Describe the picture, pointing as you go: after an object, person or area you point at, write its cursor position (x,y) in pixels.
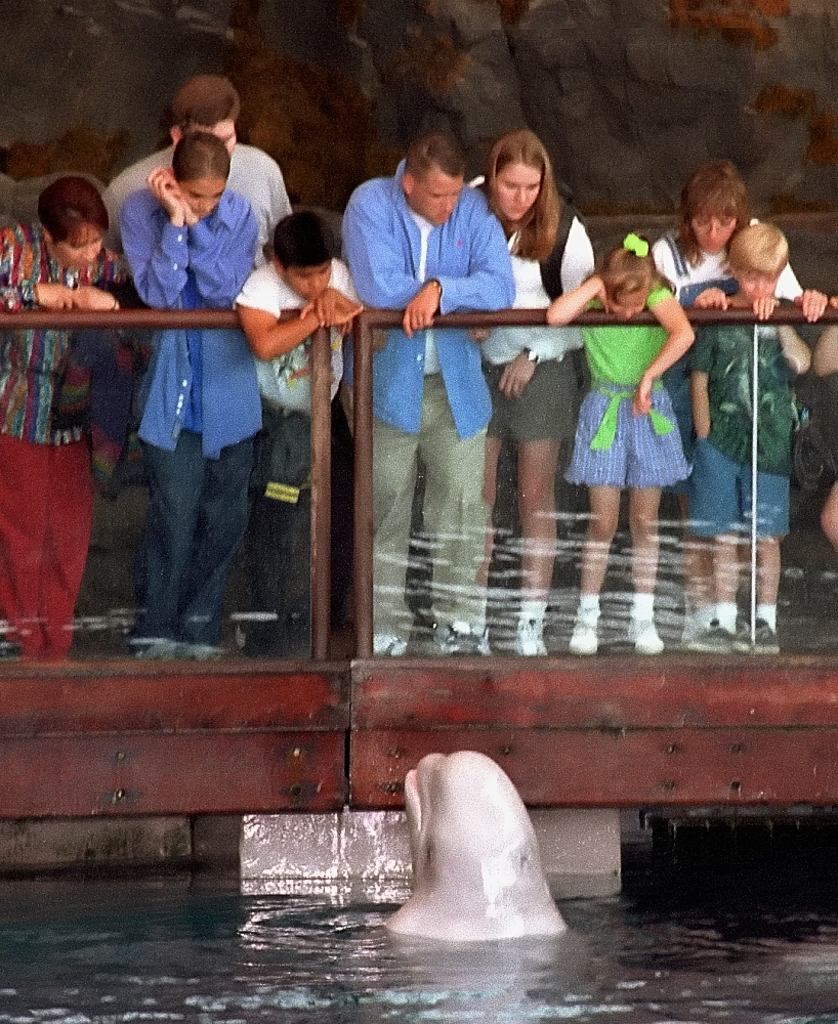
In this picture we can see a beluga whale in the water (607,929) and in the background (112,830) we can see a fence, people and the wall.
